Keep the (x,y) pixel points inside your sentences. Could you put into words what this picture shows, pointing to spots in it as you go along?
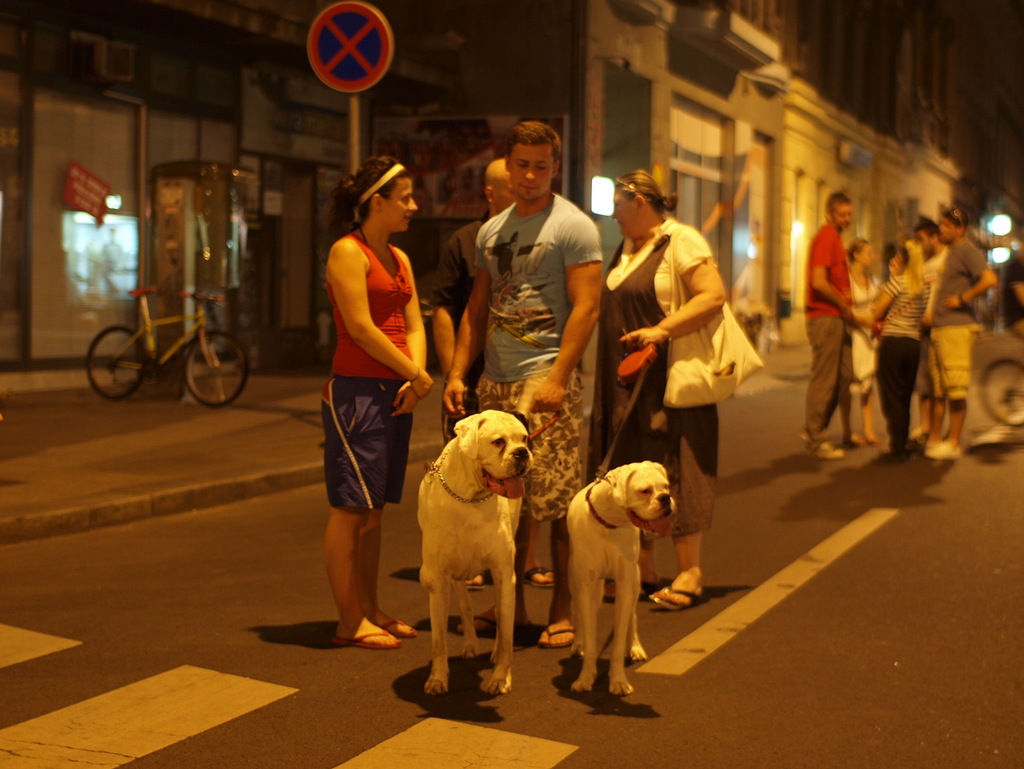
In this image we can see two people (526,352) are holding two dogs (477,421). In the background (952,260) we can see many people (948,272) standing on the road (407,533), bicycle (220,296) and buildings (518,108).
